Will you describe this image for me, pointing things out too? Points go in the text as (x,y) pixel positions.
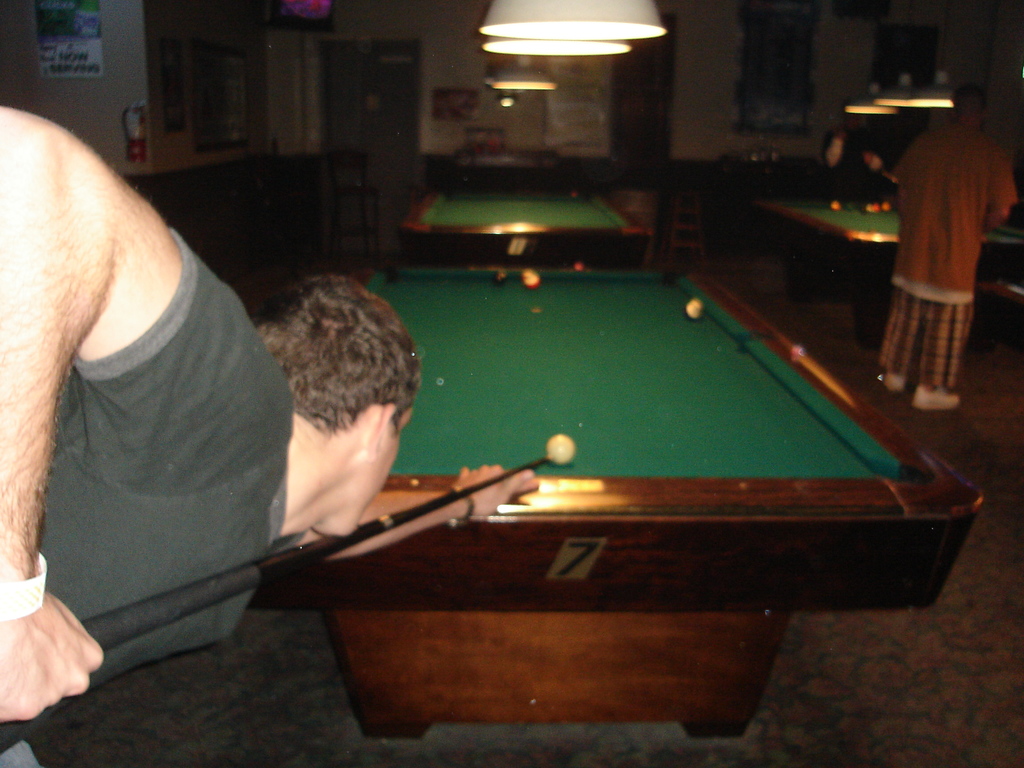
In this image a man (266,454) is playing a snooker game. In the background (842,225) there are two tables of snooker (822,226). At the right side (865,172) two men (908,163) are standing. There is a light (593,49) hanging.
